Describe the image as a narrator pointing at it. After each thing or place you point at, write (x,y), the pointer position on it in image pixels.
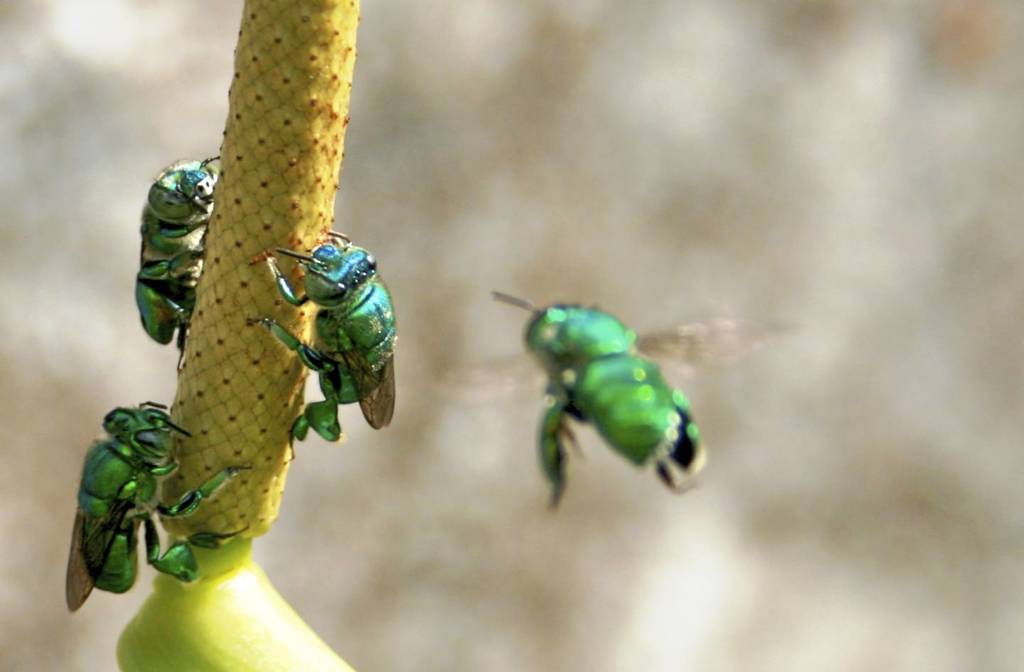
In this image we can see some insects (386,400) on the stem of a plant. We can also see an insect (656,360) flying beside.
